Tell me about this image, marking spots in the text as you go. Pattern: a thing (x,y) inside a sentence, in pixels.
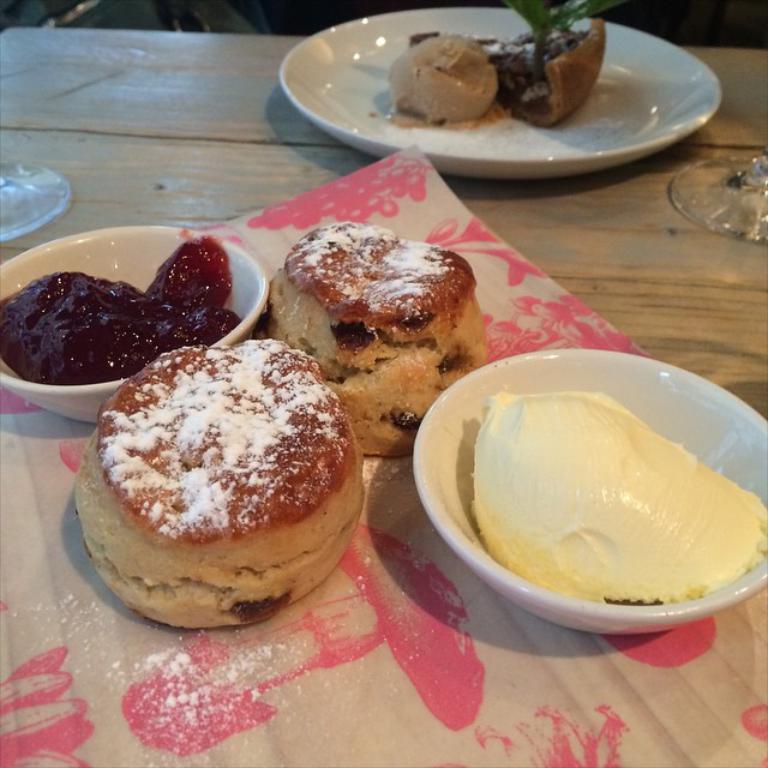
In this image, there is a table (43,144), on that table (62,50) there is a cloth (289,649), there is some food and there are two white color bowls (479,554), in that bowls (31,388) there is jam (67,357) and butter (500,543), there is a white color plate (561,160), in that there is some food (554,116) and there is a glass (737,175) on the table (720,136).
